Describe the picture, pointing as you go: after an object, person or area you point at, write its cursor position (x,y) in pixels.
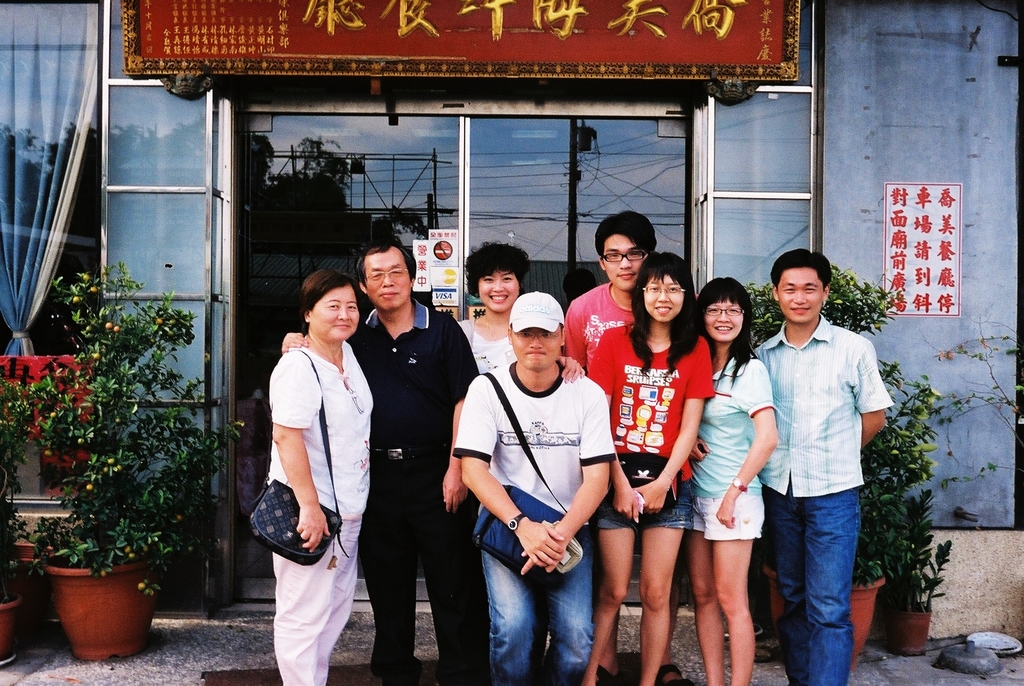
In this picture I can see there are a group of people (557,440) standing here and among them four of them (660,427) are women (629,427) and remaining four (613,459) are men (780,467). The men (842,467) are wearing shirts (842,447) and pant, women (739,439) are wearing shirts (660,443) and trouser (676,508). In the backdrop (478,211) I can see there is a door (350,218), a window (174,245) and a plant (885,540). There is a red color name board (398,57).
